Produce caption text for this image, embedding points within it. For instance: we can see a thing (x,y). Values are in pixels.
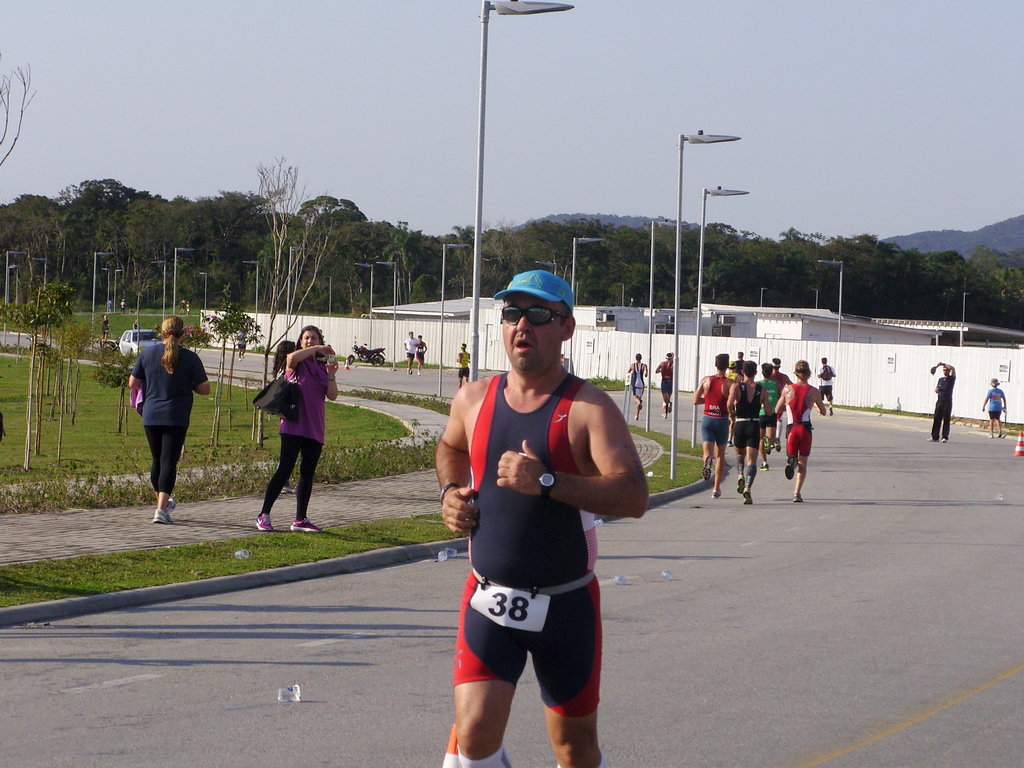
In this image I can see group of people (567,636) running. In front (553,540) the person (571,544) is wearing black and red color dress (584,532), background (1012,274) I can see few light poles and I can see few sheds (732,324) in white color, trees (754,300) in green color and the sky (441,145) is in white color.
